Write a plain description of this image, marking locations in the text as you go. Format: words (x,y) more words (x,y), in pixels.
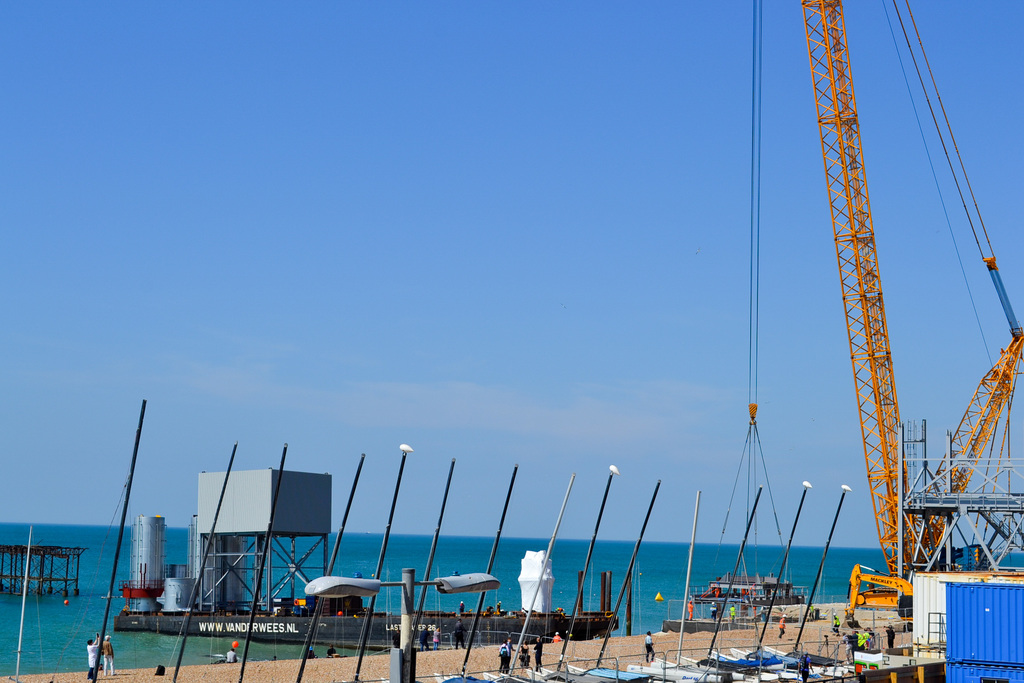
In this image there is a metal structure (51,575) on the sea (66,621) and there are a few metal structures (287,579) and a few objects (539,604) on the boat (315,621), which is on the sea (97,615). There is a ship (736,591) on the water (719,553). In the foreground of the image (104,615) there are a few metal structures (426,586), rods (814,586), few boats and a few people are walking.
